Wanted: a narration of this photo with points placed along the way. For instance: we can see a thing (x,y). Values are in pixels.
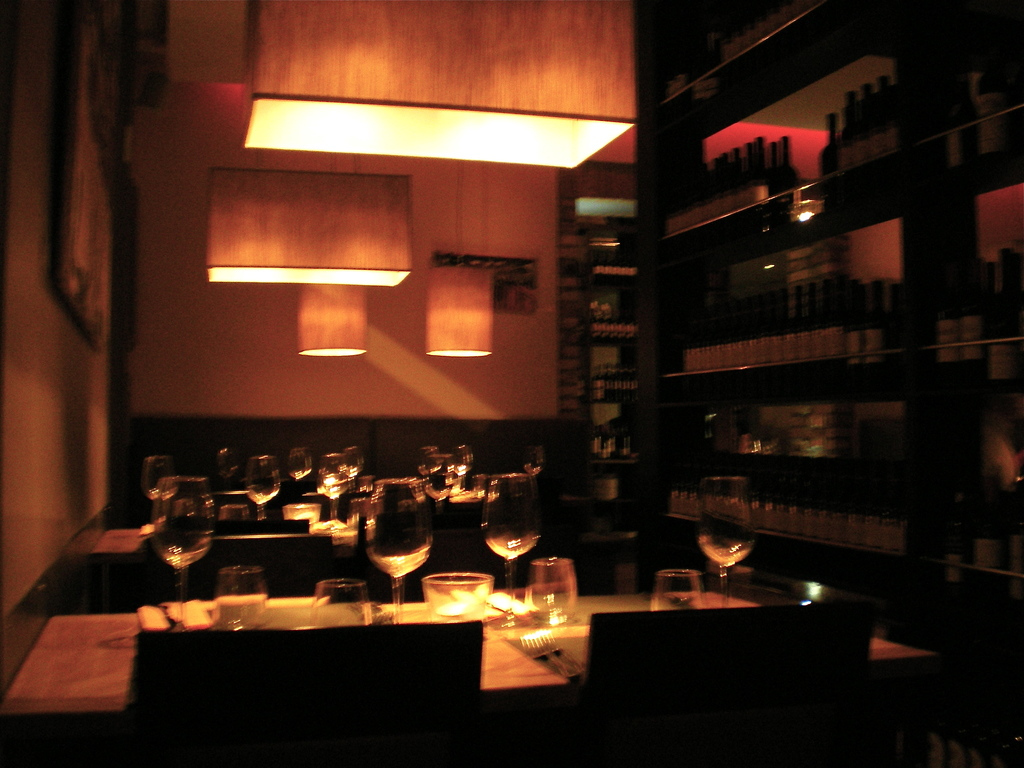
This image is clicked inside bar (602,557). There is a wine rack (853,376) here on the right side (773,474). There are lights (511,94) on the top (542,132). And there are tables (407,601) in the middle of the image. Glasses (402,537) are placed on the table (512,642). There are also chairs (779,618) near the tables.
